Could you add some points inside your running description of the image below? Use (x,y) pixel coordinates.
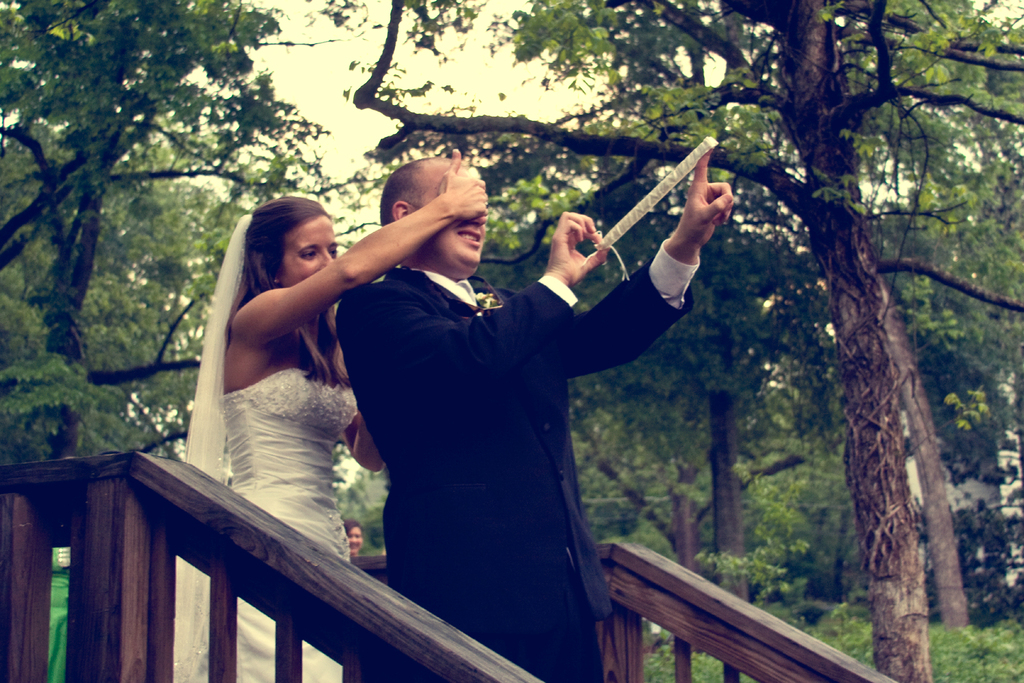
In this image we can see a woman (272,385) closing the eyes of a man (416,294) and the man (595,267) is holding an object (626,233). Beside them, we can see the wooden railing (433,619). Behind them, we can see a person (359,526), group of trees (630,474) and plants (752,533). At the top (335,88) we can see the sky (411,107).
